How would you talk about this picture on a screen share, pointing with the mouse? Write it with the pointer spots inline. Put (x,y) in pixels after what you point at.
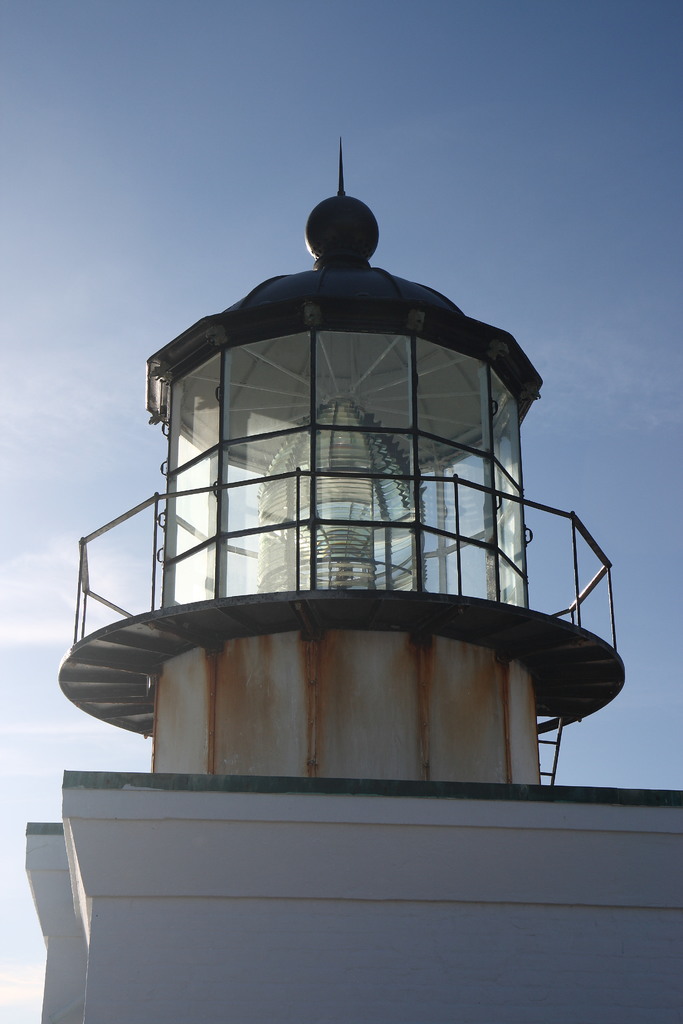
In this picture I can see there is a building (551,795), it has stairs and glass windows (337,585). The sky (119,310) is clear and sunny.
